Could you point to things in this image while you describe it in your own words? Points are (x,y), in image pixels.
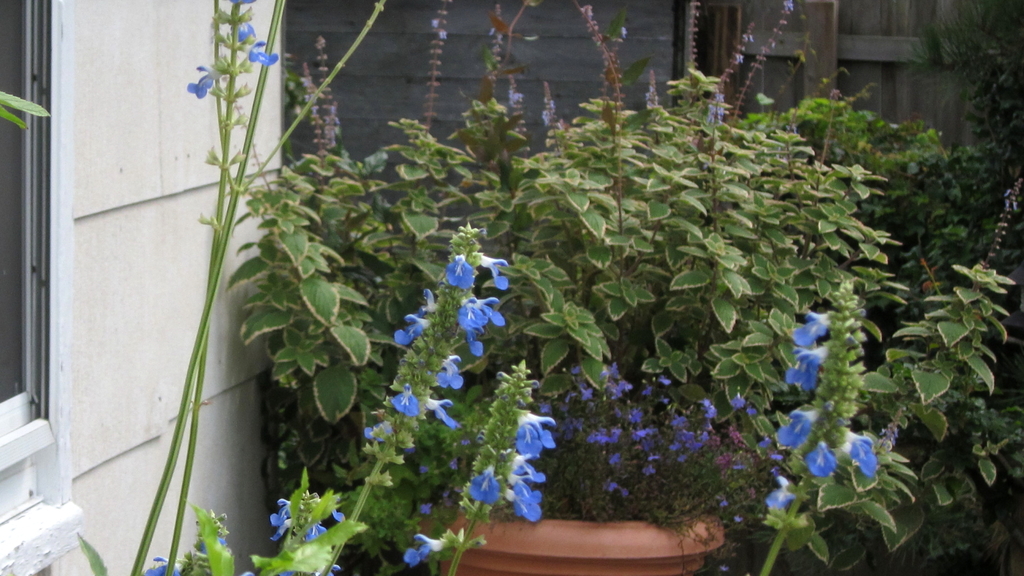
On the left side (180,292), there is a building (85,236) which is having a window (25,238) and there are plants (213,568) having blue color flowers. On the right side (806,351), there is a plant (801,455) having blue color flowers (811,339). In the background (690,509), there is a potted plants (572,460), there are other plants (933,171) and there is a wall (426,14) connected to a wooden door (864,55).
